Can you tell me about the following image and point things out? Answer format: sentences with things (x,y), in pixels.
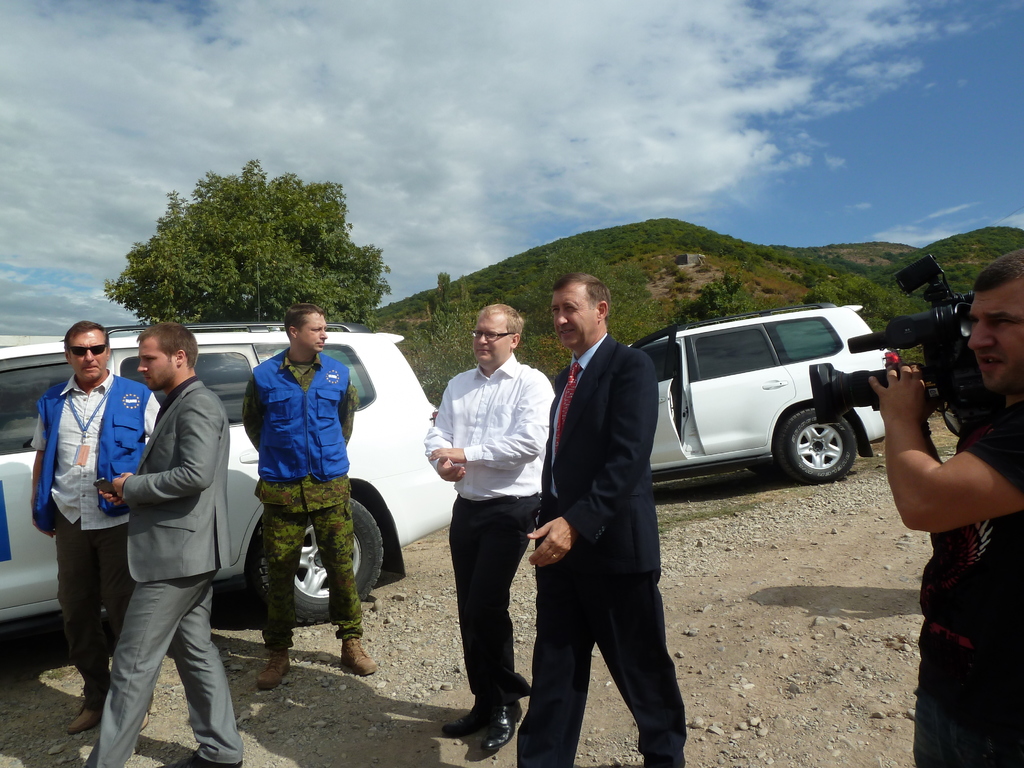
In the middle of this image (585,329), there is a person (623,476) in a suit (623,476), smiling and walking on the road (695,726), on which there are stones (780,756). Beside him, there is a person (536,383) in white color shirt (510,391), walking. On the left side (171,460), there is a person (180,403) in a suit (148,560), walking. Beside him, there are two persons (285,404) standing and a white color vehicle (394,344). On the right side (992,636), there is a person (1006,524) in a T-shirt (998,531), holding a camera (989,410). In the background (747,275), there is a white color car (820,449), there are a tree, a mountain (617,277) and there are clouds (719,100) in the sky (732,102).
